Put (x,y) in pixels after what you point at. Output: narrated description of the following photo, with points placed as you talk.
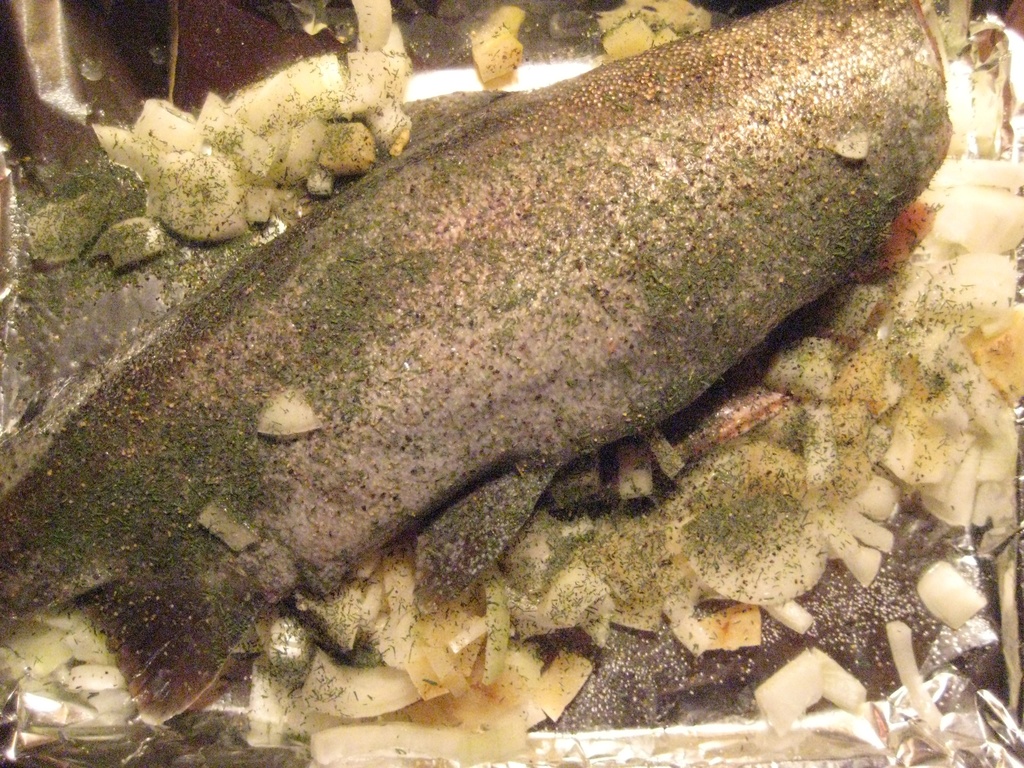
In this image there is a fish (531,317) which looks like a food (605,354).
